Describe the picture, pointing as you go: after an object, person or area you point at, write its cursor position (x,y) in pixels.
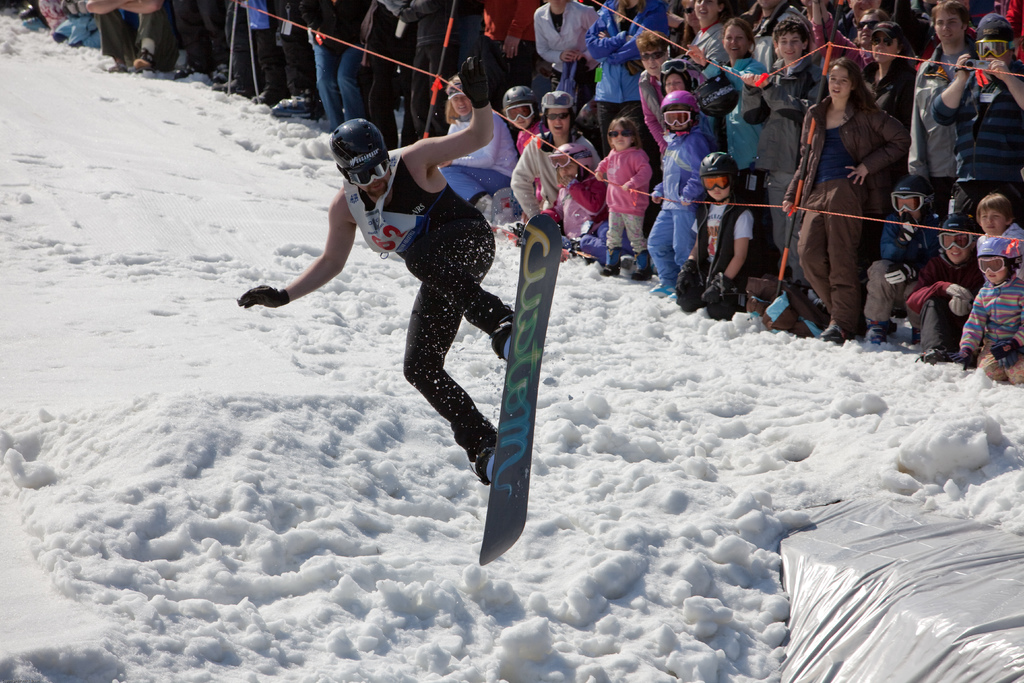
In the image we can see there is a ground (403,470) covered with snow (542,535) and there is a person (467,246) standing on the snowboard (516,379) in the air. He is wearing goggles (381,165) and helmet (349,159). Behind there are spectators (655,187) standing and they are watching the person (456,315). There are few people (686,210) wearing helmet (919,191) and goggles (990,42).
